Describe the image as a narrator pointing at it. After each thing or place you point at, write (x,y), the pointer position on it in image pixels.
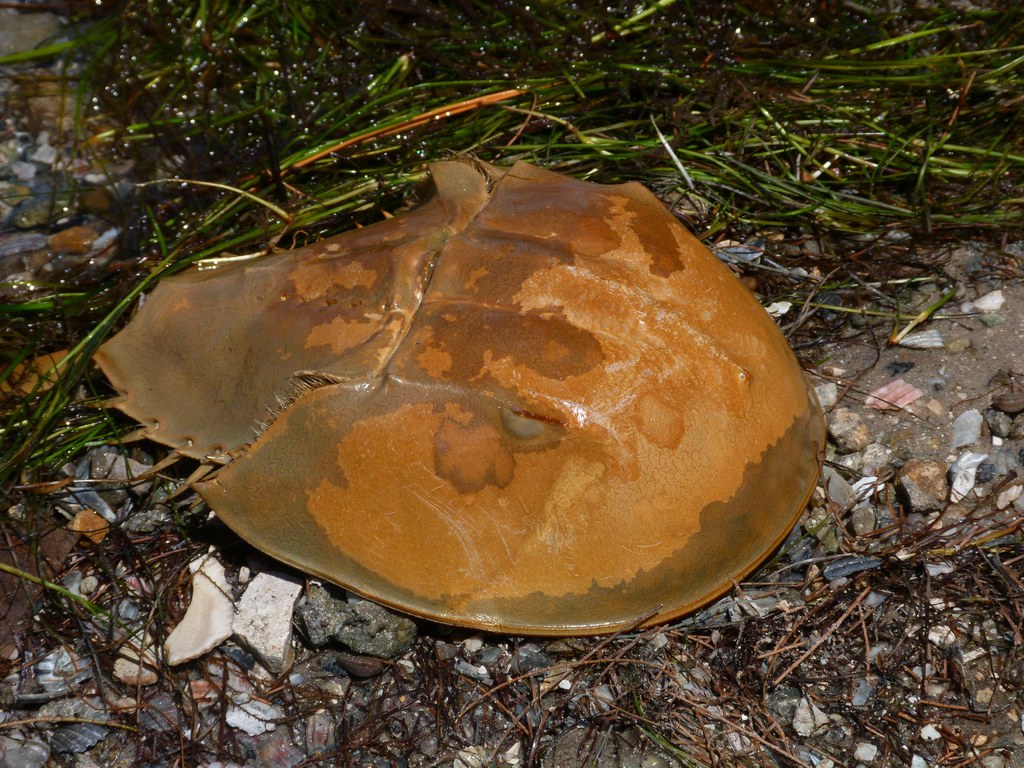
In this picture I can see there is some orange color thing (496,352) on the floor (388,633), there is soil (1013,741), grass (93,439) and twigs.
